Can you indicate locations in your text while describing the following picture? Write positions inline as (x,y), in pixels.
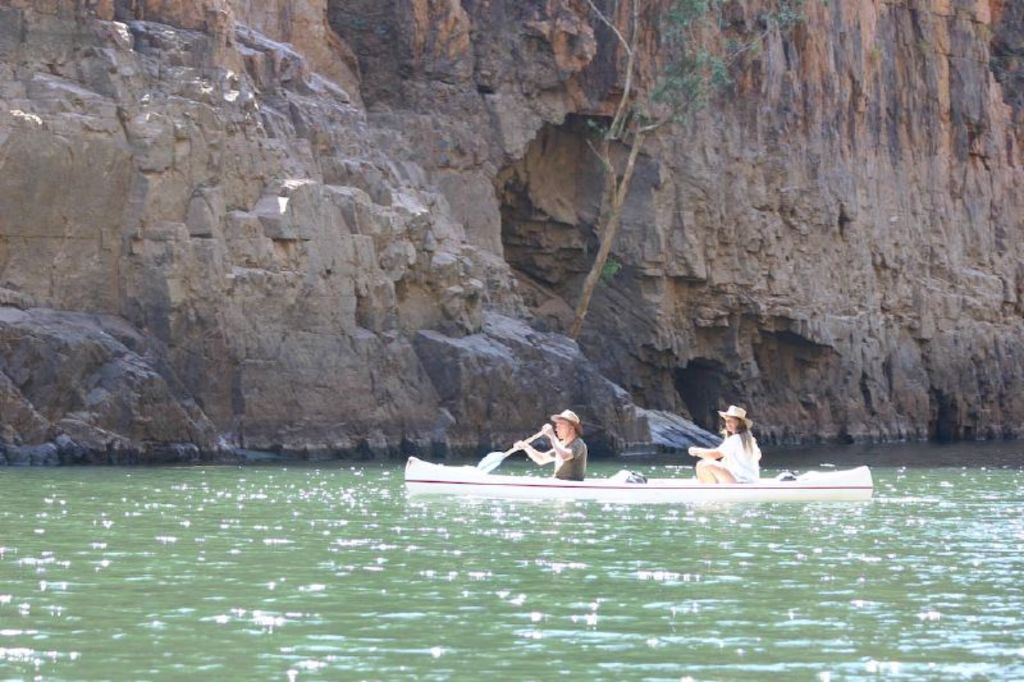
In this image I can see the rock (495,377) and two people (720,464) are sitting in the boat (521,490) and one is holding a paddle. The boat (762,485) is on the water surface (721,569).
